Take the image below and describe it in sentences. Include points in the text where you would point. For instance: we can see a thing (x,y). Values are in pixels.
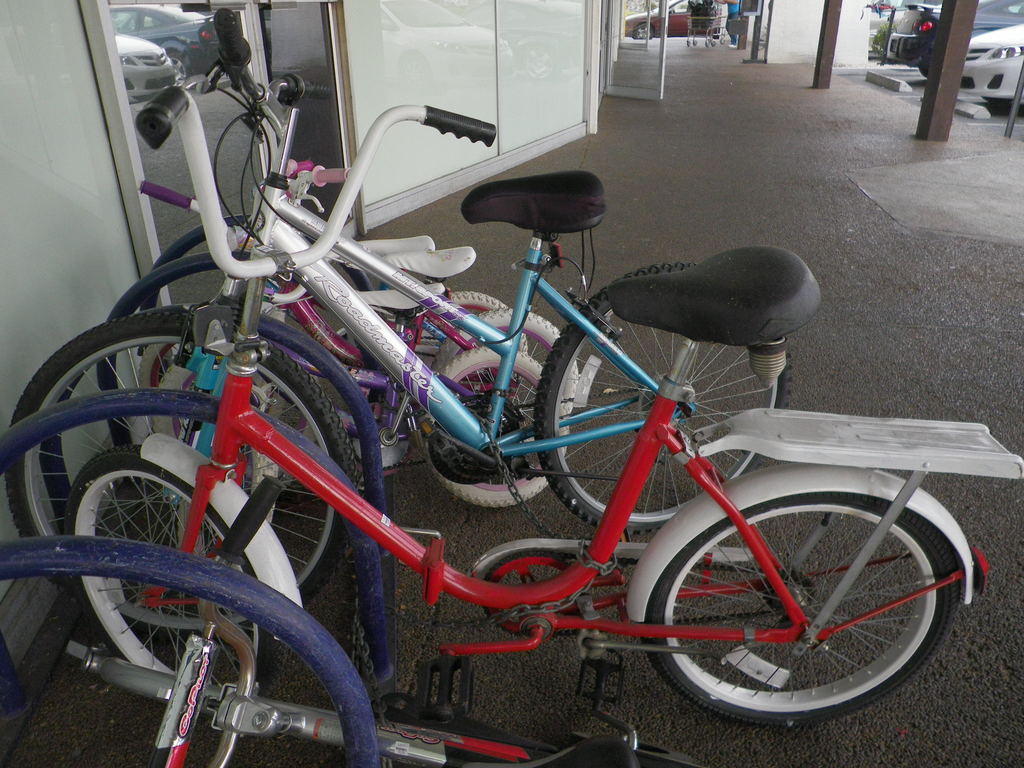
In this image we can see cycles (423,405). Near to the cycle (256,110) there is a mirror (284,29). On the mirror (161,42) we can see cars (162,46). At the top (628,47) we can see a door (647,41). Also there are poles (950,68). Also we can see a car (991,67).
